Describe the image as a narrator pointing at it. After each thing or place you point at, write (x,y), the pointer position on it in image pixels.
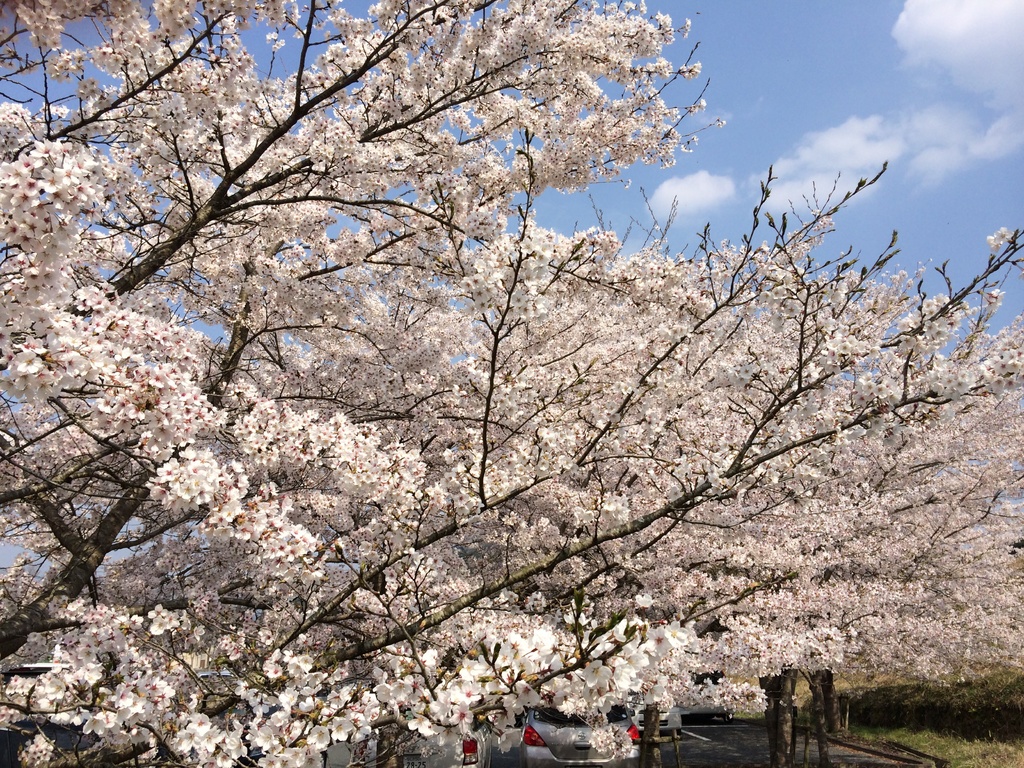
We can see trees (940,532), flowers (931,600), grass (964,743) and cars (675,724). In the background (860,89) we can see sky (877,92) with clouds (918,132).
